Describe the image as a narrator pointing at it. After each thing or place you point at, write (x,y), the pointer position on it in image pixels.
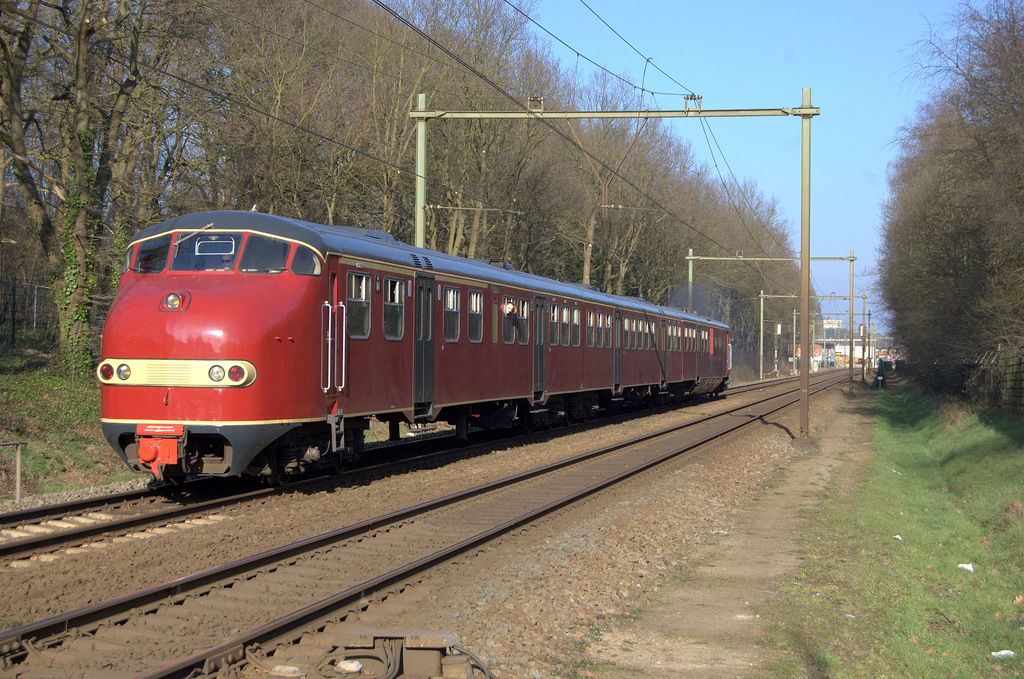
This picture is clicked outside. On the left (180,356) we can see a train (291,370) running on the railway track (163,505) and we can see the gravel (173,578), railway tracks (414,565), poles (809,118), cables (554,34), green grass (916,445) and on both the sides we can see the trees (988,323). In the background (760,33) we can see the sky (769,25), buildings (857,348) and some other items (836,324).
